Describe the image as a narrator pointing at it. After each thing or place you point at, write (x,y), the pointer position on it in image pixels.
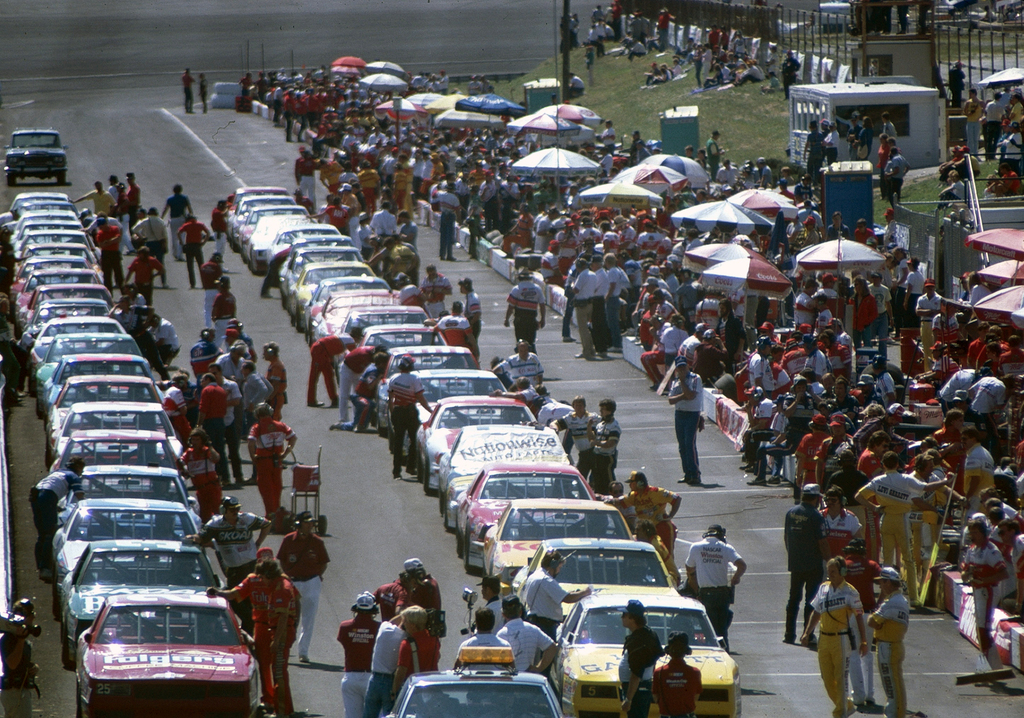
In this image I can see the road (399,494), number of cars (461,452) on the road (371,536), number of persons (413,448) standing on the ground (363,559), the railing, few umbrellas (722,261) which are colorful and few other objects (697,126). In the background (373,24) I can see the road (378,41).
